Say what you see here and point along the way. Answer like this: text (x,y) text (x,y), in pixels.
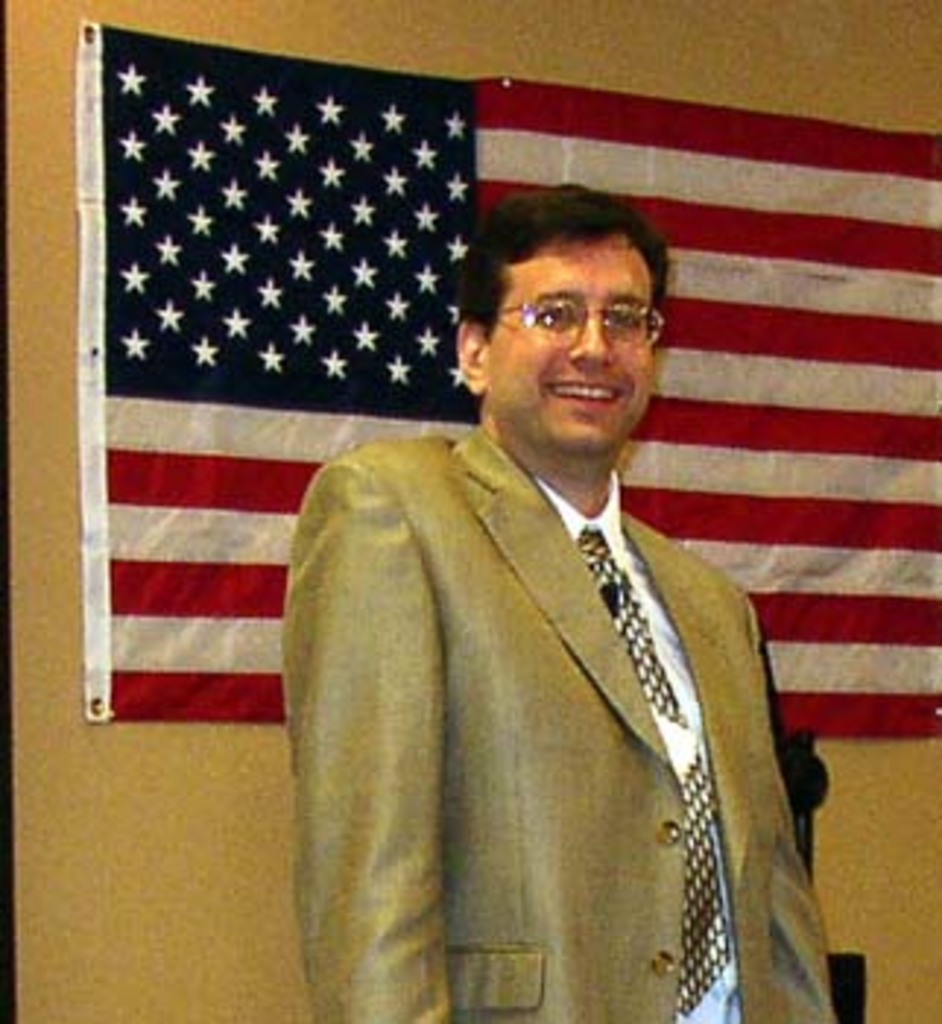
In this image I can see the person (524,770) standing and the person (565,819) is wearing cream color blazer (596,757), white color shirt (673,666). In the background (257,381) I can see the flag (173,535) attached to the wall (162,854) and the flag (152,374) is in red, white and blue color and the wall (146,877) is in brown color.
